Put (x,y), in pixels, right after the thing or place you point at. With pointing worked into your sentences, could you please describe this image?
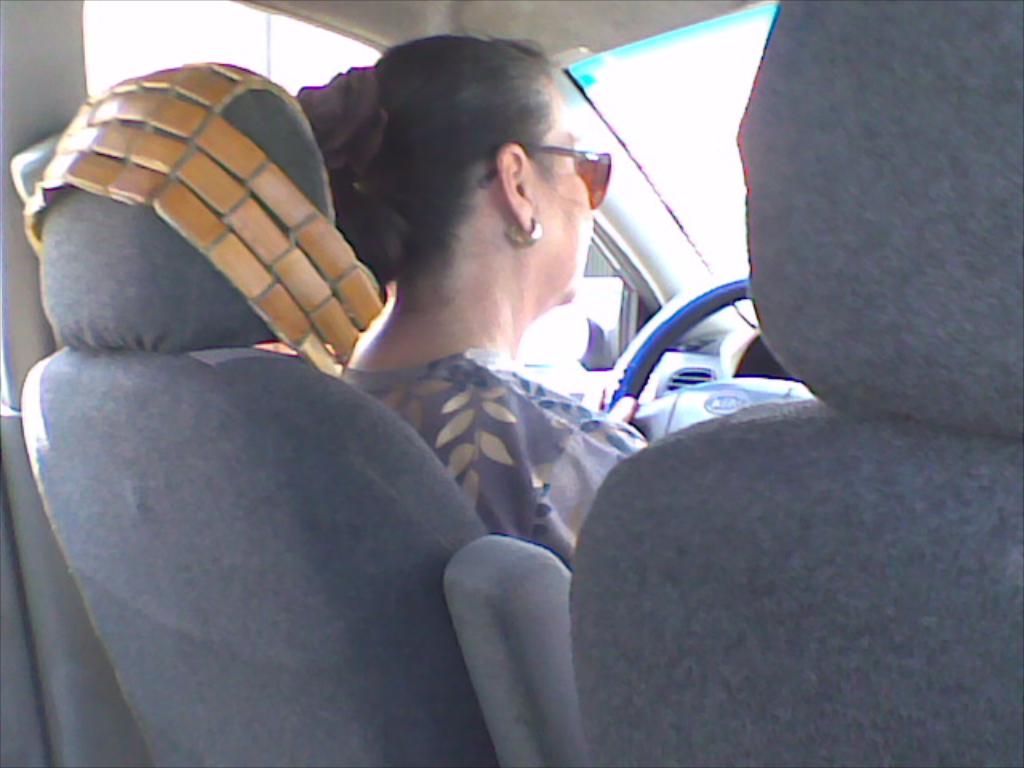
In this image I can see the person (390,405) sitting inside the vehicles (496,618) and holding the steering (645,420). The person (549,457) is wearing the grey color dress (490,431) and specs (565,153).
